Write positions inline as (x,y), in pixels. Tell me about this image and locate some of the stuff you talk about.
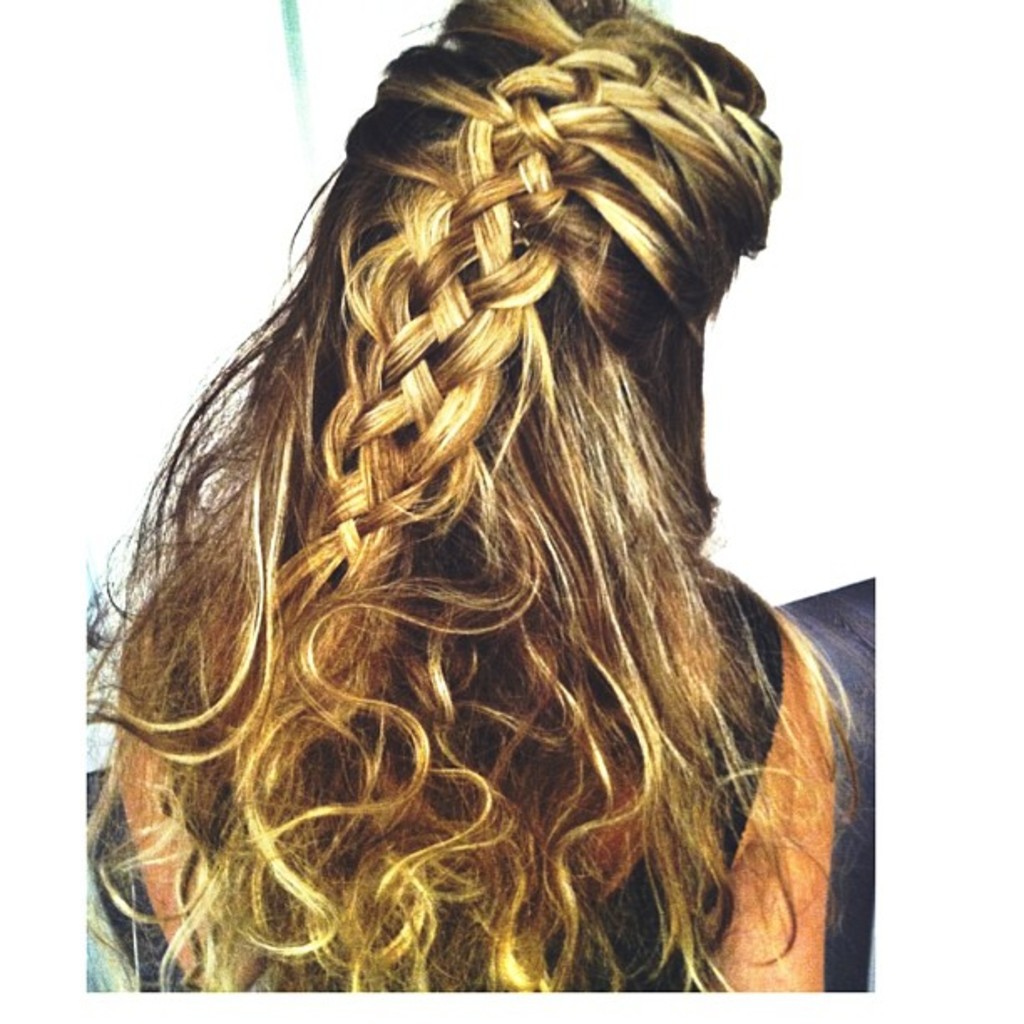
In this image in the center (645,665) there is one woman (679,510).
